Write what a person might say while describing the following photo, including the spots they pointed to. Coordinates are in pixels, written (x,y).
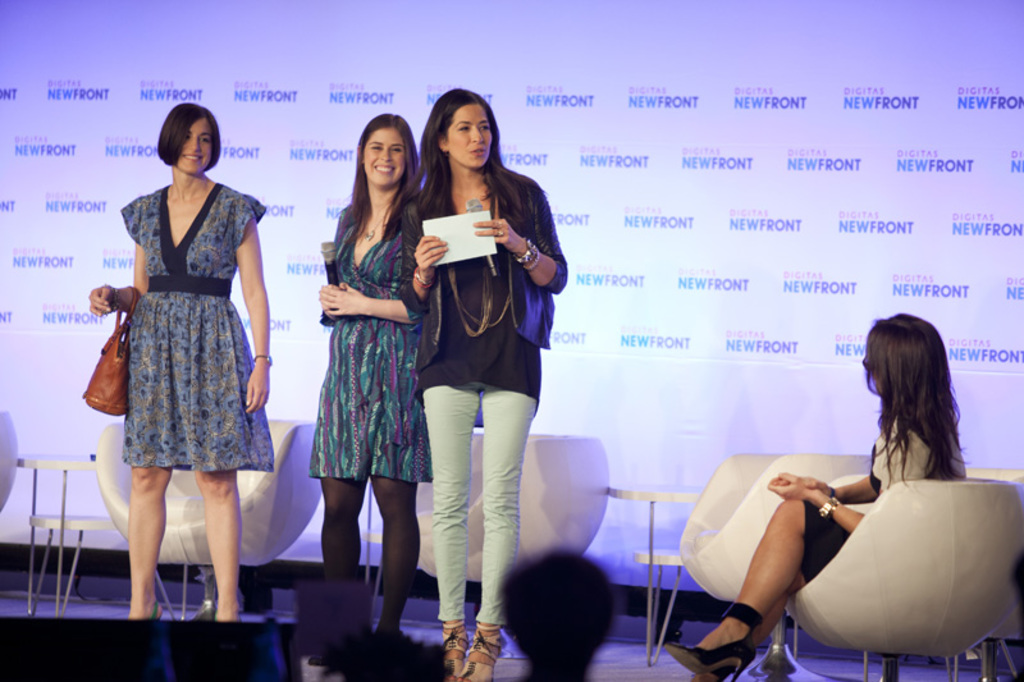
This picture describes about group of people (494,338), in the middle of the image (494,338) we can see two women (474,338), they are holding microphones (333,262), behind to them we can find few chairs (300,507), and also we can see a woman (891,436) is seated on the right side of the image (805,524), in the background (637,350) we can see a hoarding (709,291).
